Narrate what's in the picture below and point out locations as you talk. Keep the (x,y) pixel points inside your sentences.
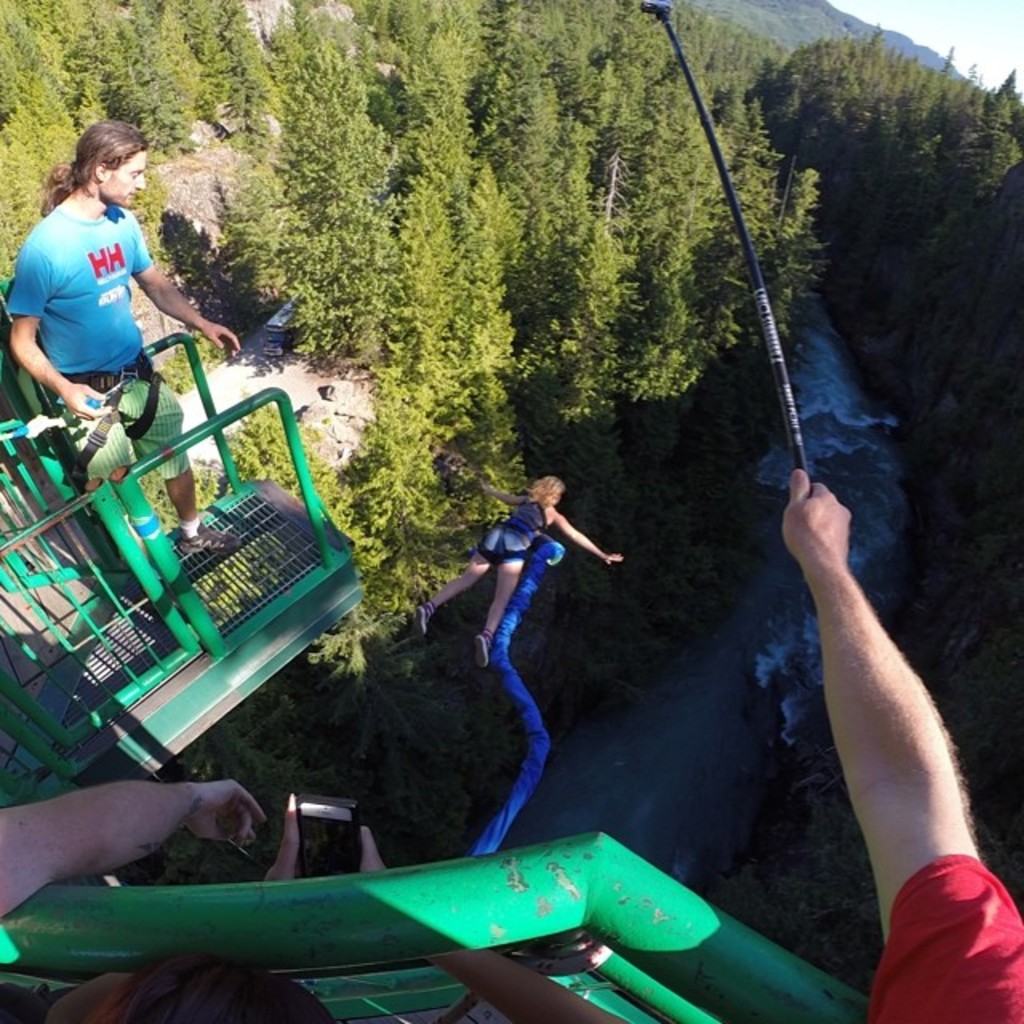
In this image there is a person's hand (842,645) holding a stick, beside him there is another person's hand (27,880) and there is another person (274,874) holding a mobile (316,855), in front of them there is a metal rod fence (513,883), on the left side of the image (84,343) there is a person (66,401) standing on a metal rod platform (258,561) with metal rod fence (206,423), in the background of the image (843,186) there are trees (528,195) and there is water (676,770) flowing, on top of that there is a woman (479,638) in the air with a rope (525,707), in the background of the image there are mountains (731,6).
